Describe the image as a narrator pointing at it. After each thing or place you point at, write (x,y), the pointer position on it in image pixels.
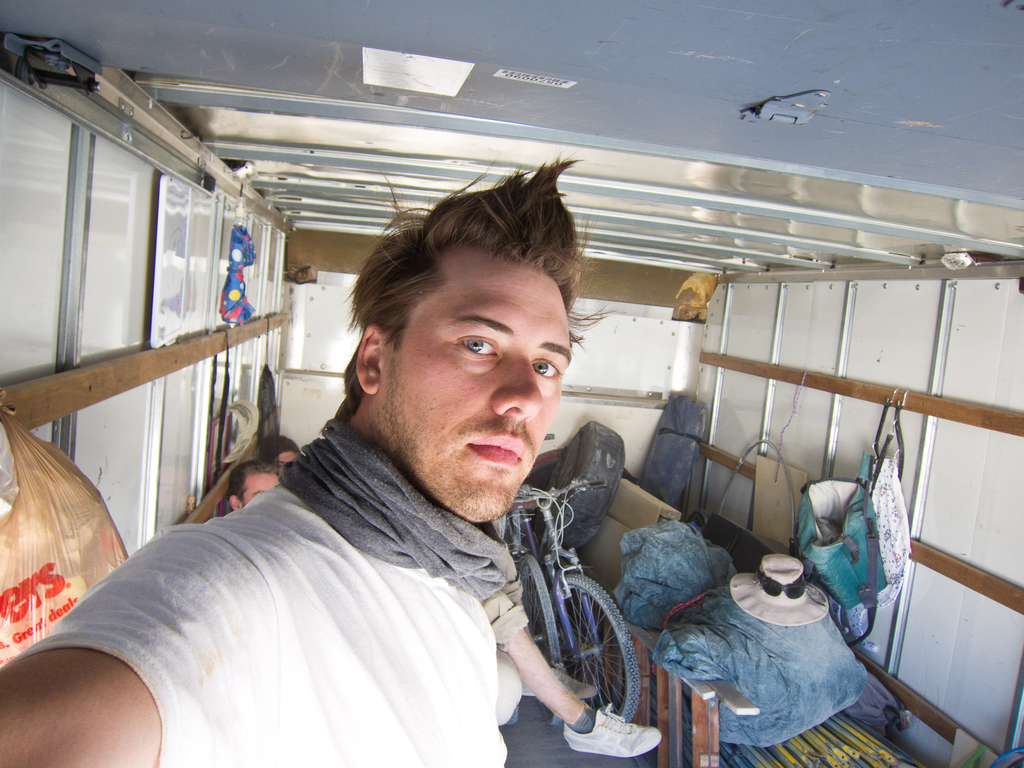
In this picture we can see one person (264,643) is taking picture, back side we can see some persons (257,482) are sitting and few bags (262,410).
